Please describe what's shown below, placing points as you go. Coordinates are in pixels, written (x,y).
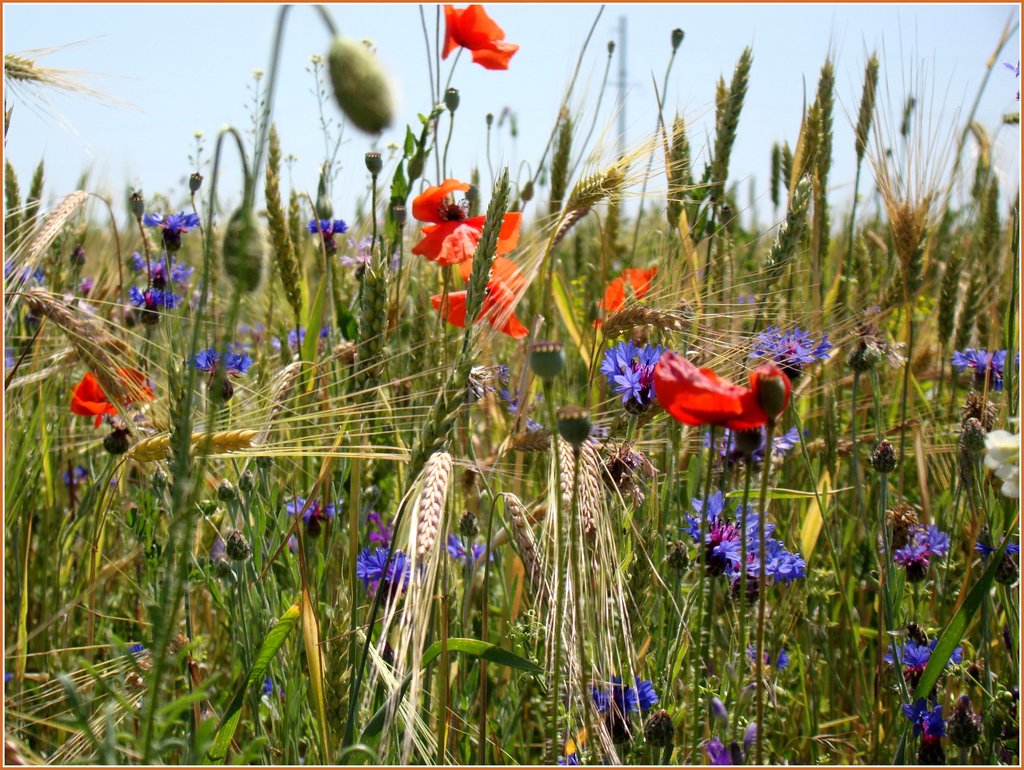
In this picture we can see some plants (409,409) with flowers (456,247) and buds (368,86) and behind the plants (381,96) there is a sky (668,135).
